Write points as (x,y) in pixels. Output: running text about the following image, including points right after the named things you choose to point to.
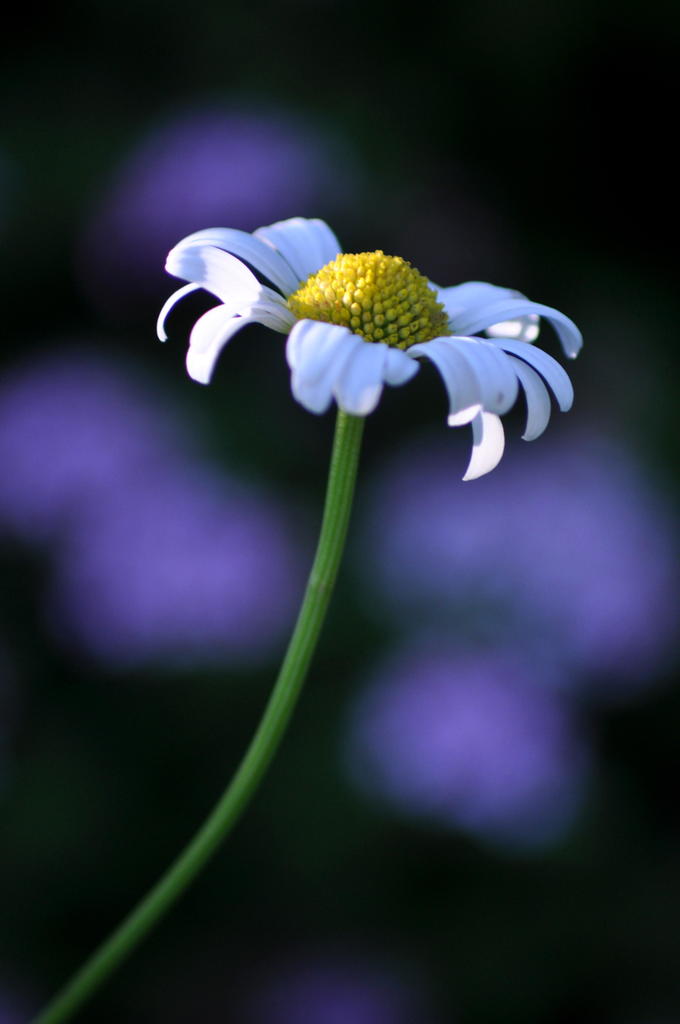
In this image I see a flower (289,231) which is of white and yellow in color and it is on the green color stem (330,544) and it is blurred in the background (42,267).
